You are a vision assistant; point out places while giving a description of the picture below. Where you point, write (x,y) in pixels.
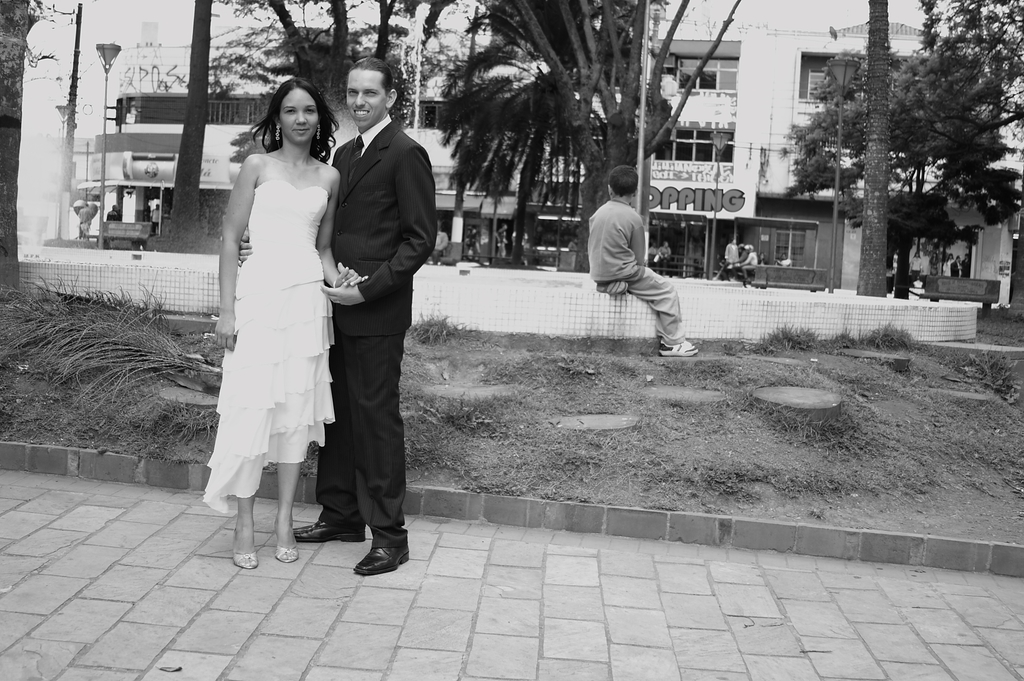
In this black and white image there is a couple (285,422) standing with a smile on their face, behind them there is a child (605,290) sat on the wall (567,302). In the background (10,127) there are trees (604,180) and buildings (766,93).
